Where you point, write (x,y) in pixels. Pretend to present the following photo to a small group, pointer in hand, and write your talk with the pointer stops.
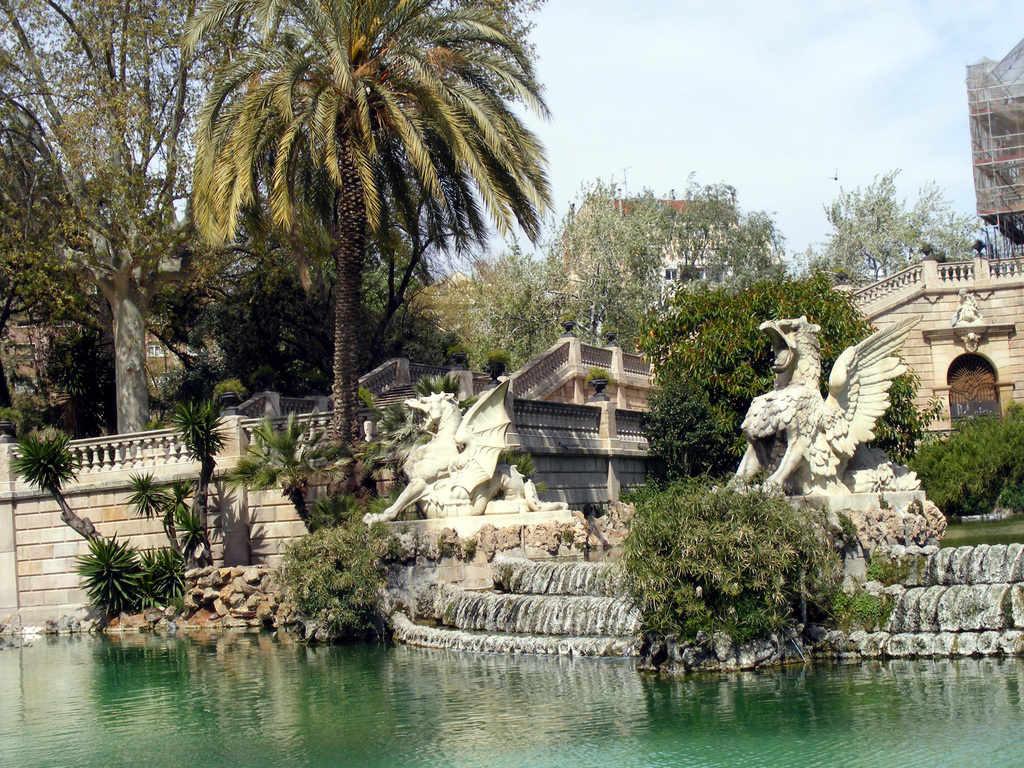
In this image we can see trees (313,247), statues (803,426), buildings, stairs (396,400), water (269,700) and the sky (775,114).
